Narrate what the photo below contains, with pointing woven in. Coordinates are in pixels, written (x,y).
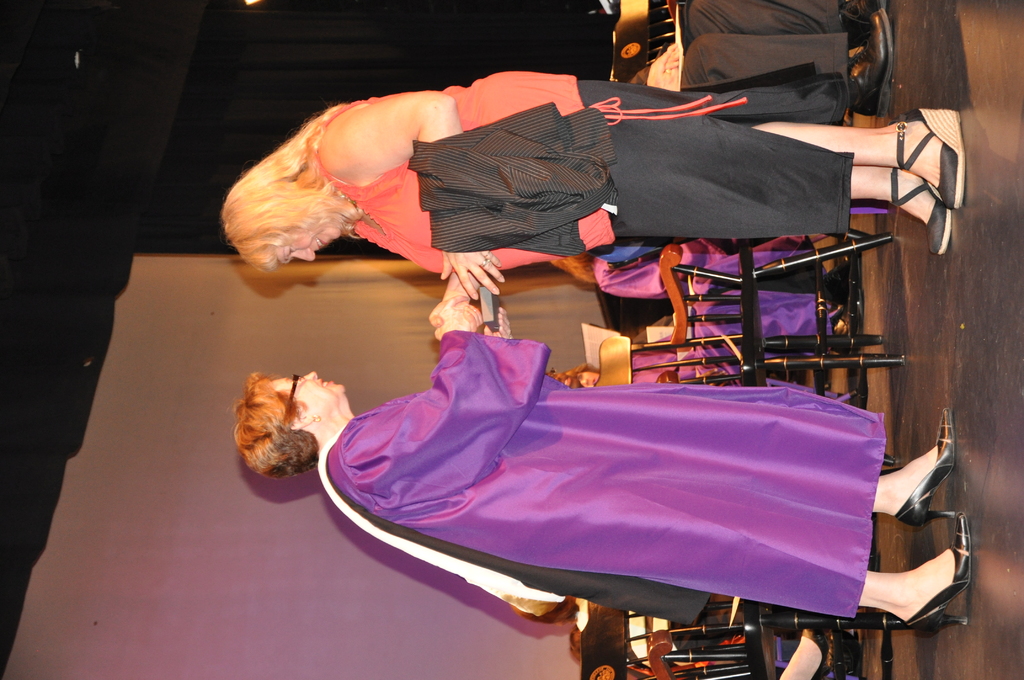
In this picture we can see two women (602,429) are standing and smiling, in the background (645,354) there are some people (622,293) sitting on chairs (732,349), there is a dark background (221,45).
